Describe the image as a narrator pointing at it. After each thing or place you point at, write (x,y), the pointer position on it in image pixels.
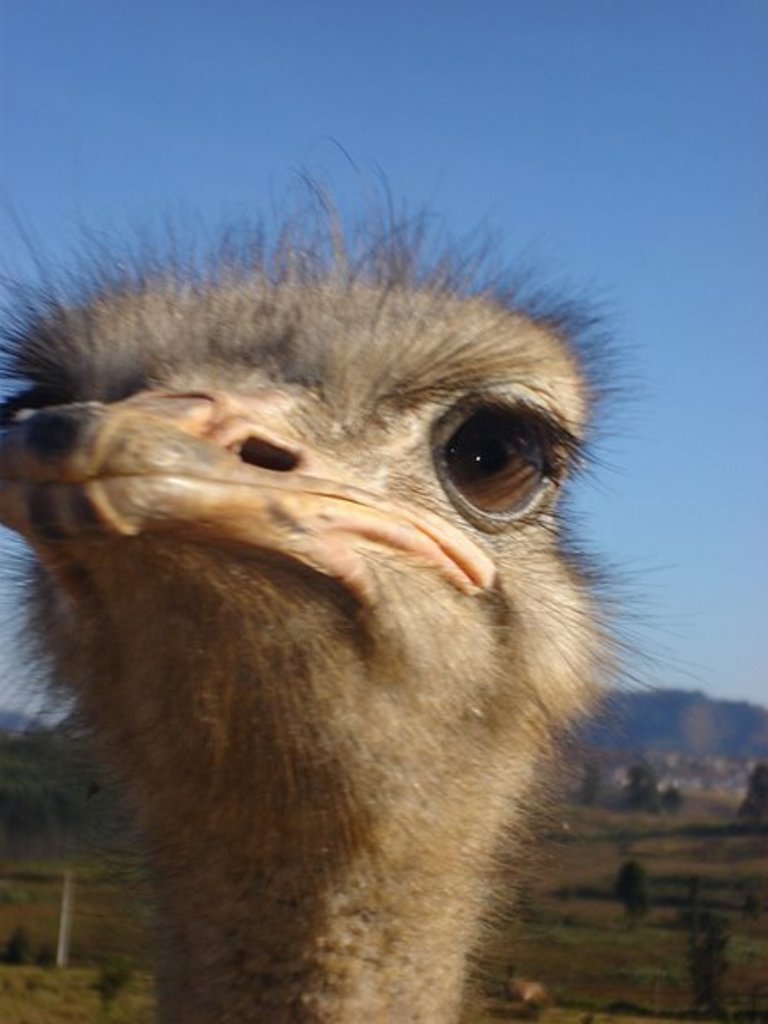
In this image there is an animal (366,466). Behind few trees (68,780) are on the grassland (567,902). Background (687,715) there are hills (694,721). Top of the image (487,187) there is sky (443,187).
